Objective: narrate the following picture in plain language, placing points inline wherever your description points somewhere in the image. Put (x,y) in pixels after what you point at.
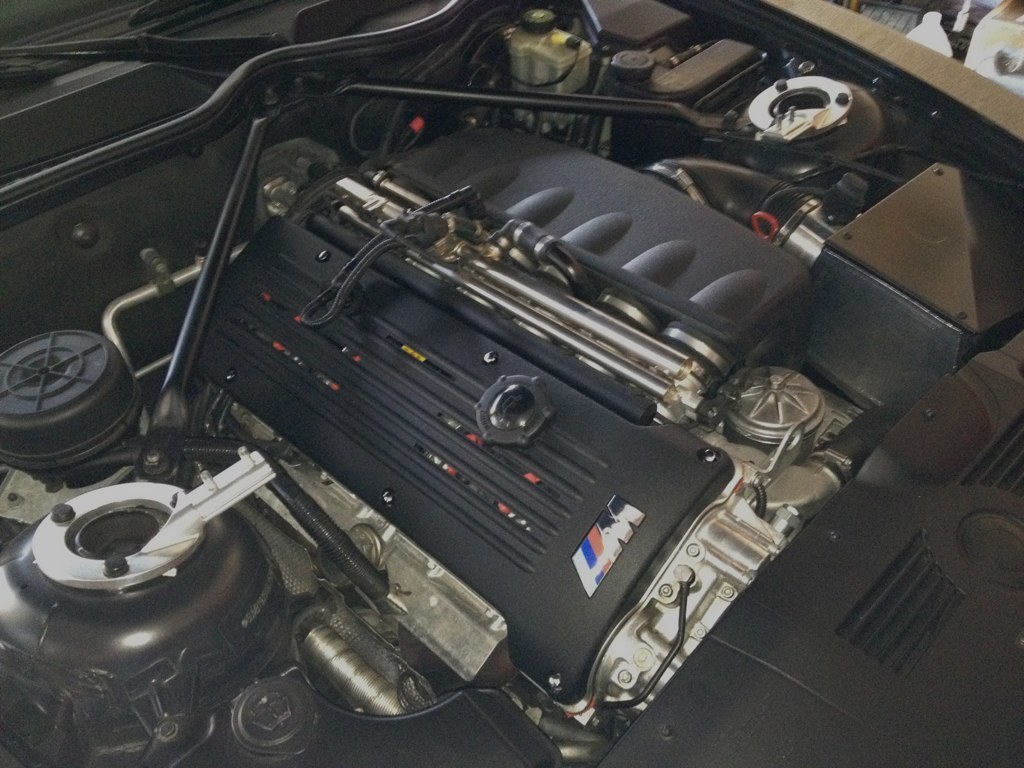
This picture shows an engine (614,170) of a vehicle (873,400).
